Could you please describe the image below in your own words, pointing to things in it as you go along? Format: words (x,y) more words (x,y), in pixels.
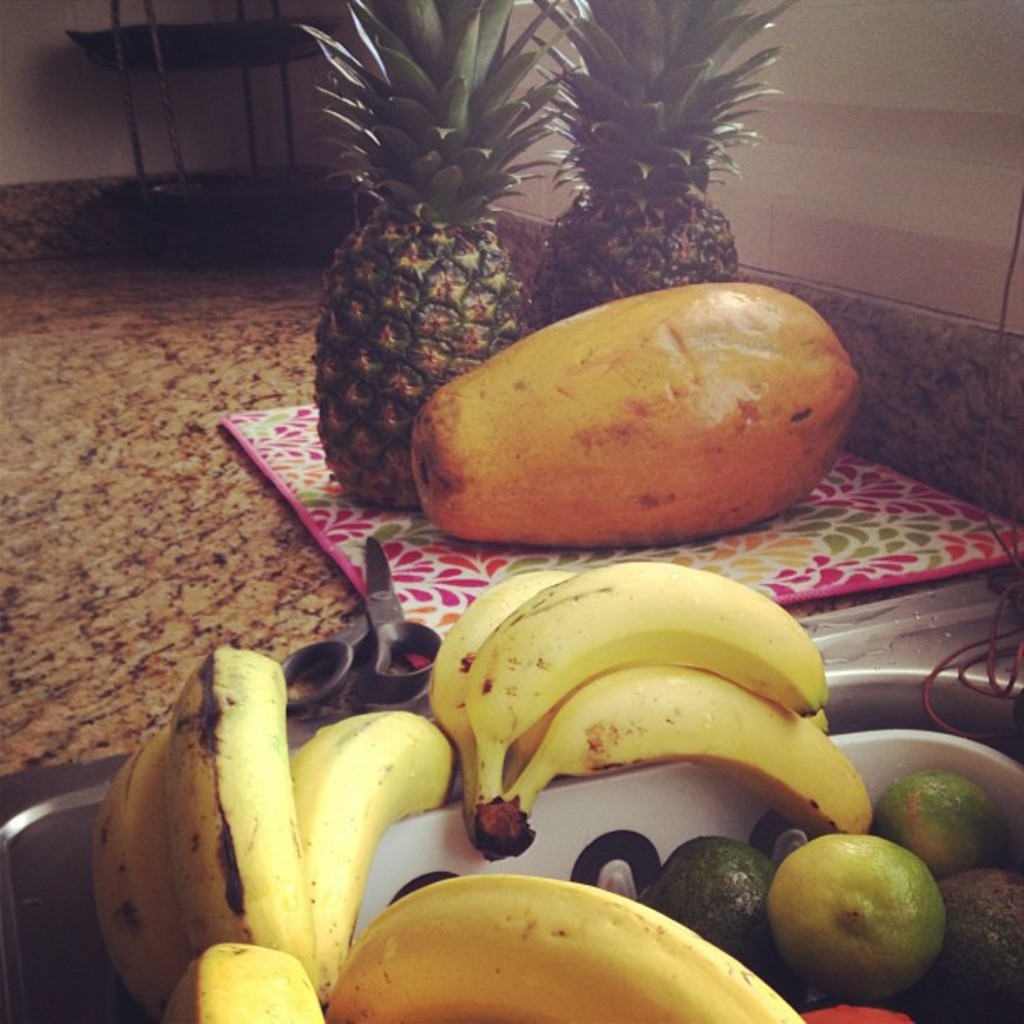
In the image we can see there are fruits (615,464) kept on the table (20,685). There are bananas (334,1012), limes (794,898), papaya (652,470) and pineapples (694,210) kept on the table (321,567). There are scissors (381,616) kept on the table (358,604).
